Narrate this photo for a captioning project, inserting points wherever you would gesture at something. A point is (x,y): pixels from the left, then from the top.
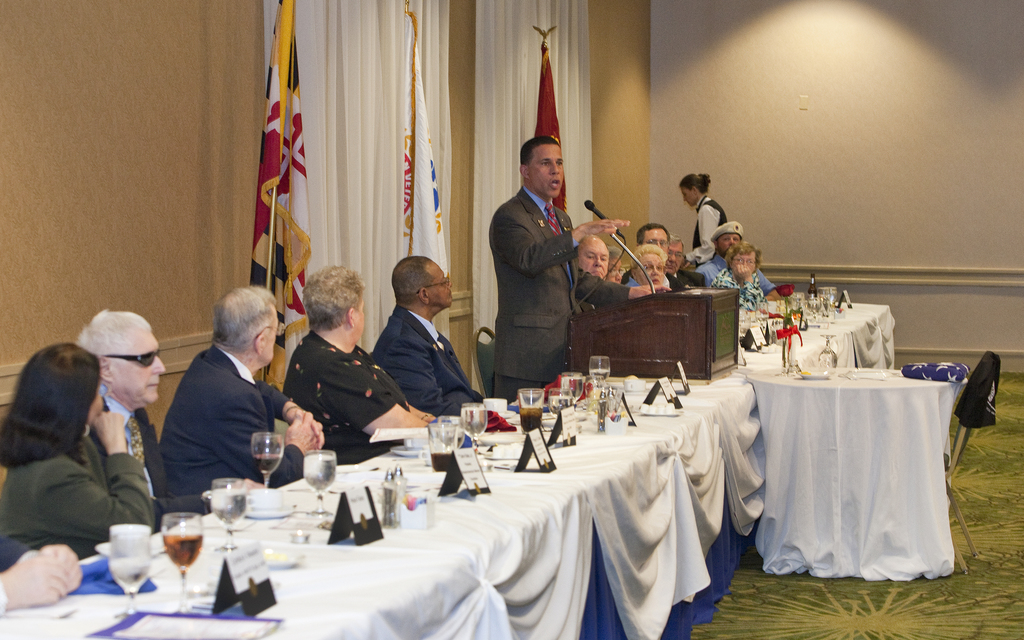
As we can see in the image there is a wall (155,76), curtains (359,77), flags (264,156), few people (747,287) sitting on chairs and table (658,429). On table (257,542) there are glasses (172,558), plates (264,511), bowls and papers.
